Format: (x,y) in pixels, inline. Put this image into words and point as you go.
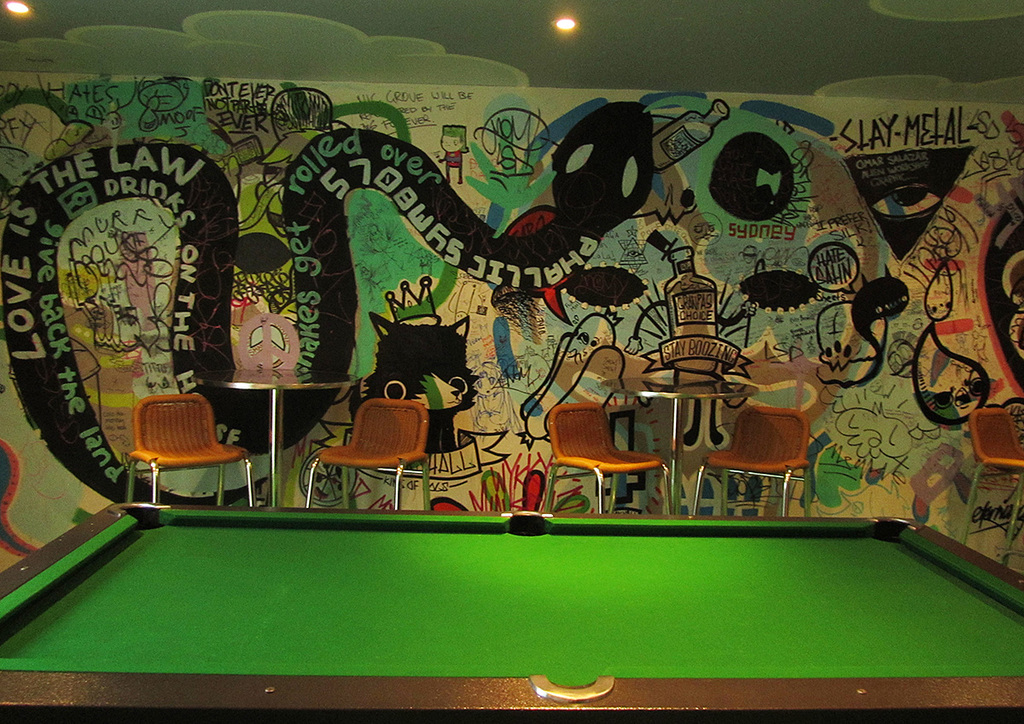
In the center (635,388) we can see tables (315,376) and chairs (724,451). In the front (486,578) bottom we can see the table (504,575). And coming to the background (620,241) we can see the wall (612,248).
